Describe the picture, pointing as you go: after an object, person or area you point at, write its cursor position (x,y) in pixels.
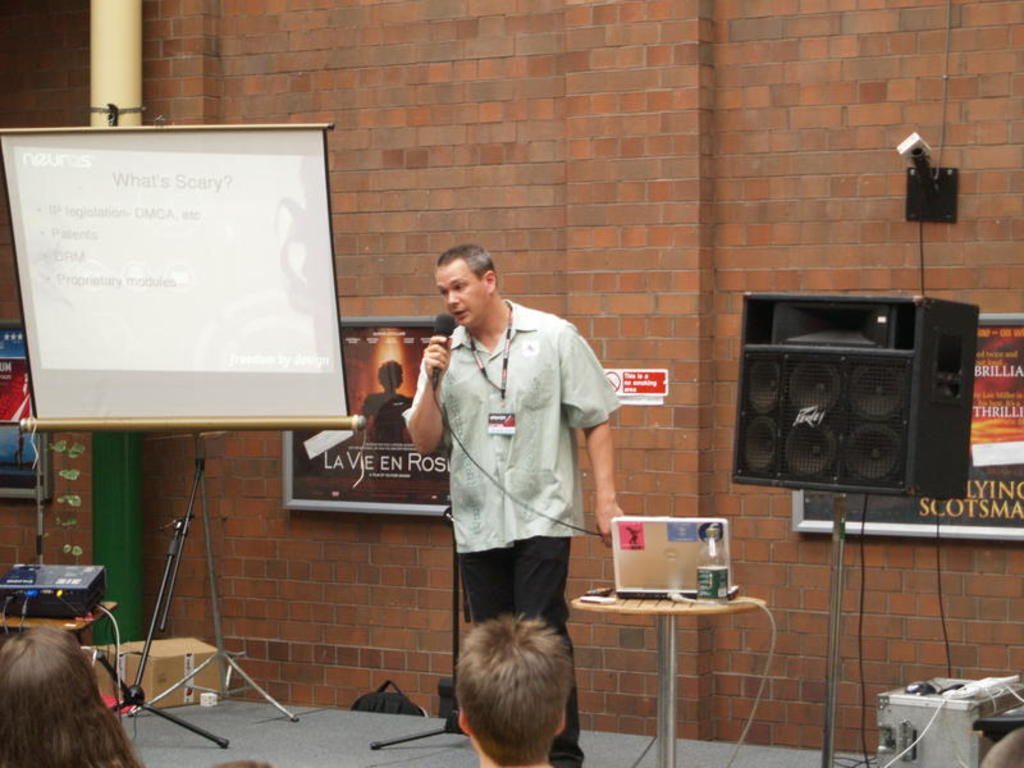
In this image there is a man (507,414) standing on the stage (581,746) and speaking in a microphone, beside him there is a table (648,606) with some things (615,582) on it, also there is a speaker box (861,377) on the stand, on the left (278,156) there is a projector screen (288,332) and also there are banners (10,464) on the wall (342,298) behind him and some people (7,657) sitting in front of him.
